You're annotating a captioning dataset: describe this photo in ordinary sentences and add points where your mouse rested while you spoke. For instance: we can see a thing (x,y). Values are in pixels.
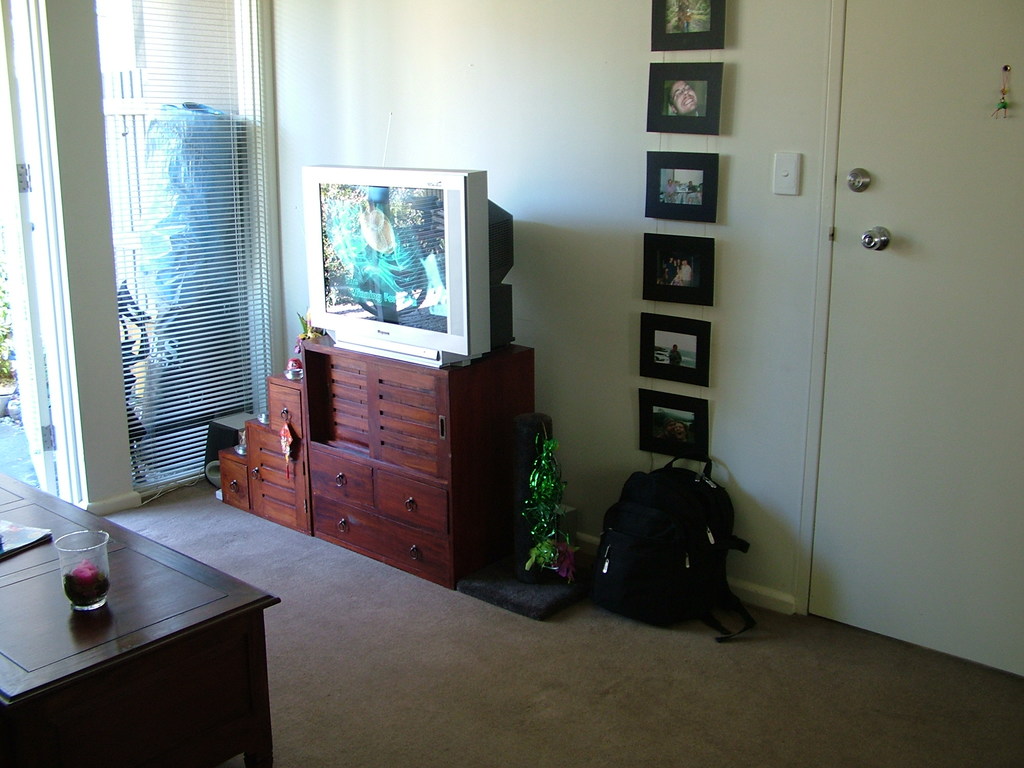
This image consists of a room (147,655). In the front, there is a TV (388,311) on the table (460,444). To the right (865,326), there is a door (843,540). At the bottom (510,706), there is a floor (670,656) on which a bag (643,566) is kept. To the left (148,652), there is a Table (31,582). In the background (304,119), there is a wall (435,99) on which frames (705,14) are fixed.
